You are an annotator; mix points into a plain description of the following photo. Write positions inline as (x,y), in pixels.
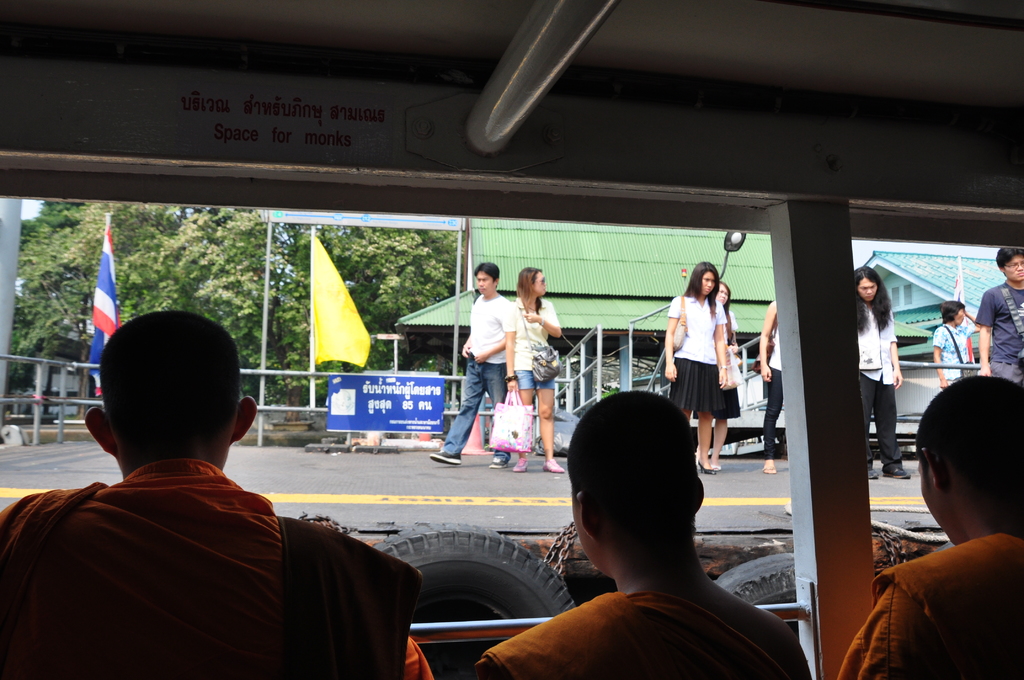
There are 3 people (601,546) who are sitting in a boat (799,619) and a group of people (533,341) standing in front of the boat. There are many trees (212,241) and a flag (359,340) which is yellow in color.
